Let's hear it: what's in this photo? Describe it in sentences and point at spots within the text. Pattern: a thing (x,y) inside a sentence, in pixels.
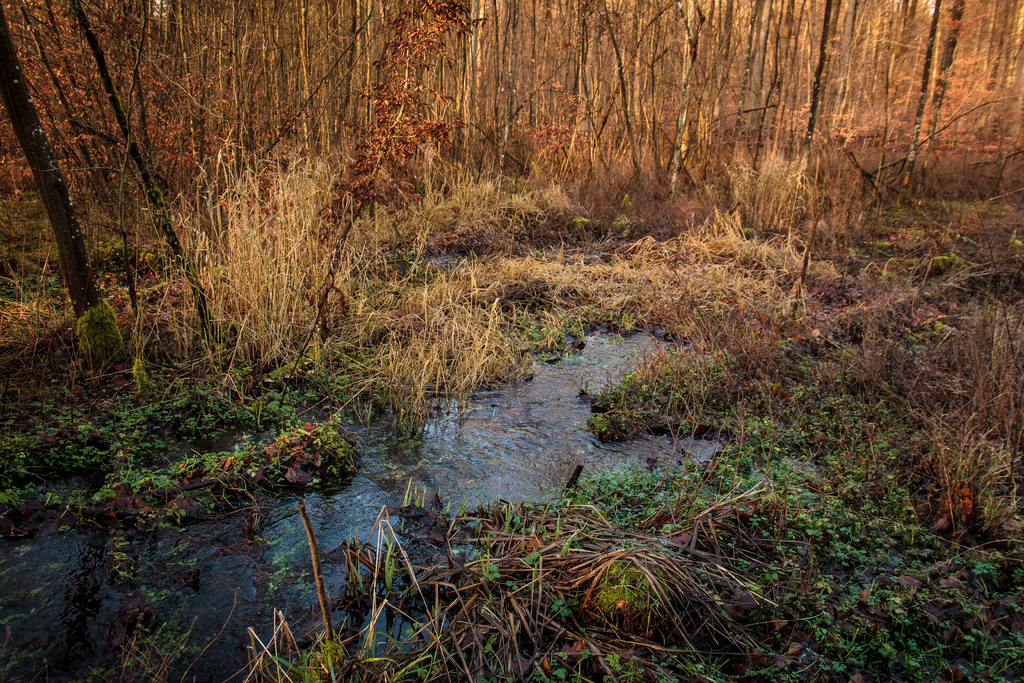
In the image we can see dry grass (406,210), water (504,424), grass (110,449) and trees (779,83).
